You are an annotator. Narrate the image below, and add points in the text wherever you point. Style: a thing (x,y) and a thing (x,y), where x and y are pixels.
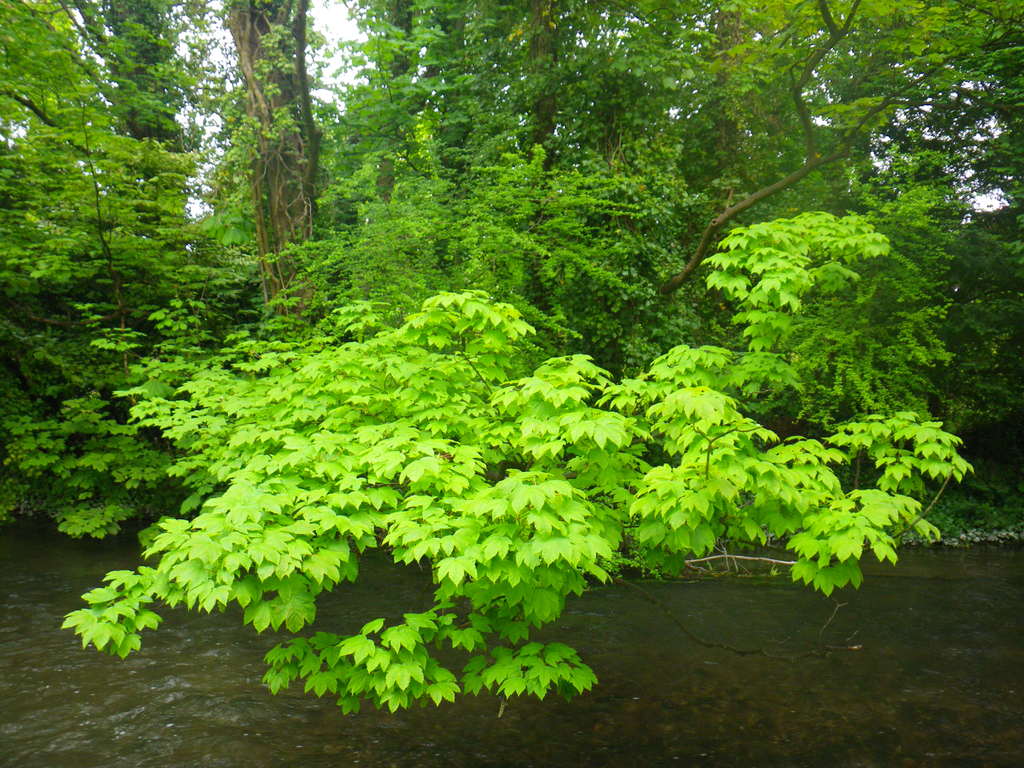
As we can see in the image there are trees (582,404), water (590,700) and sky (215,118).
